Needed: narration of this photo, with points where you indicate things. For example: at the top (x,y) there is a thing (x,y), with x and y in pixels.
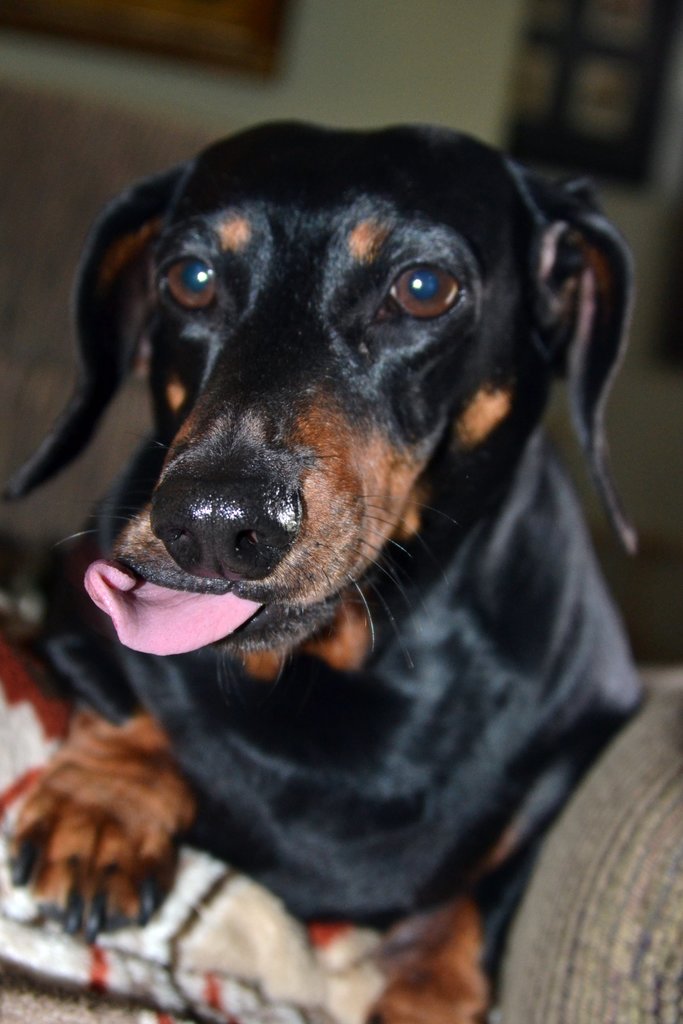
This is a zoomed in picture. In the center (433,631) there is a black color dog (392,369) seems to be sitting on the couch (682,913). In the background (296,93) we can see the wall (337,70) and some other items (599,83).
